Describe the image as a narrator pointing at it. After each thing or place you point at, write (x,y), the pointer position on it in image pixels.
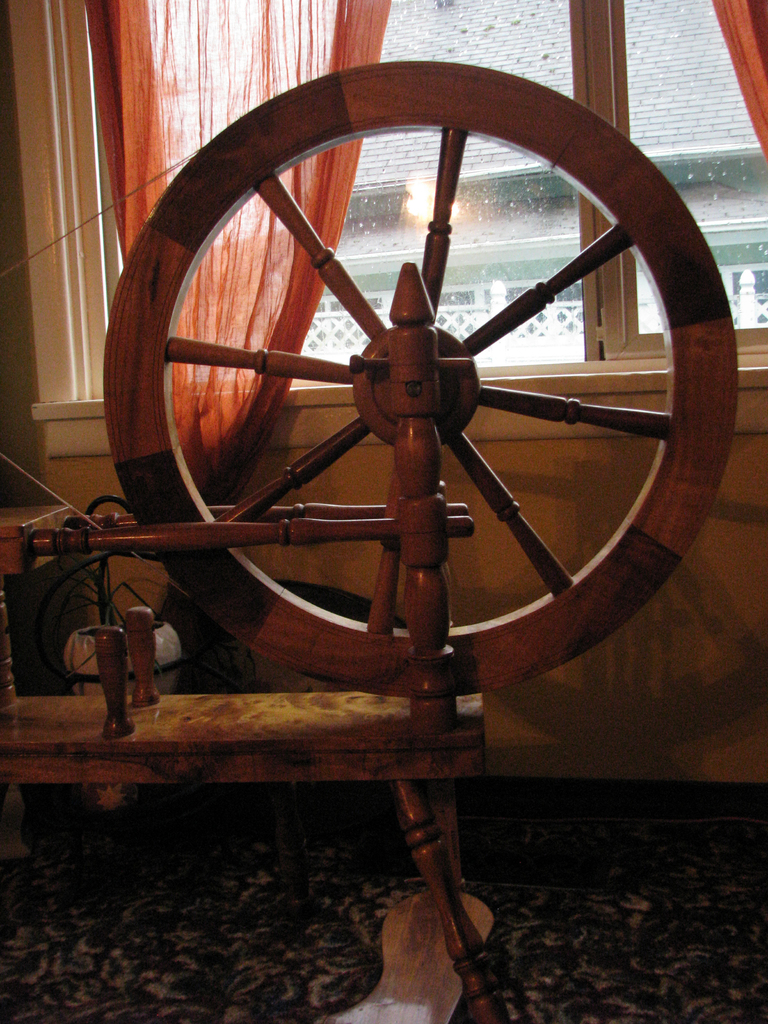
In this image we can see the wooden object (335,695) on the floor (363,906) and we can see there is the wall (589,527) with windows (75,95) and curtains (236,31), through the window (501,58) we can see the building (512,232) with lights (418,199).
